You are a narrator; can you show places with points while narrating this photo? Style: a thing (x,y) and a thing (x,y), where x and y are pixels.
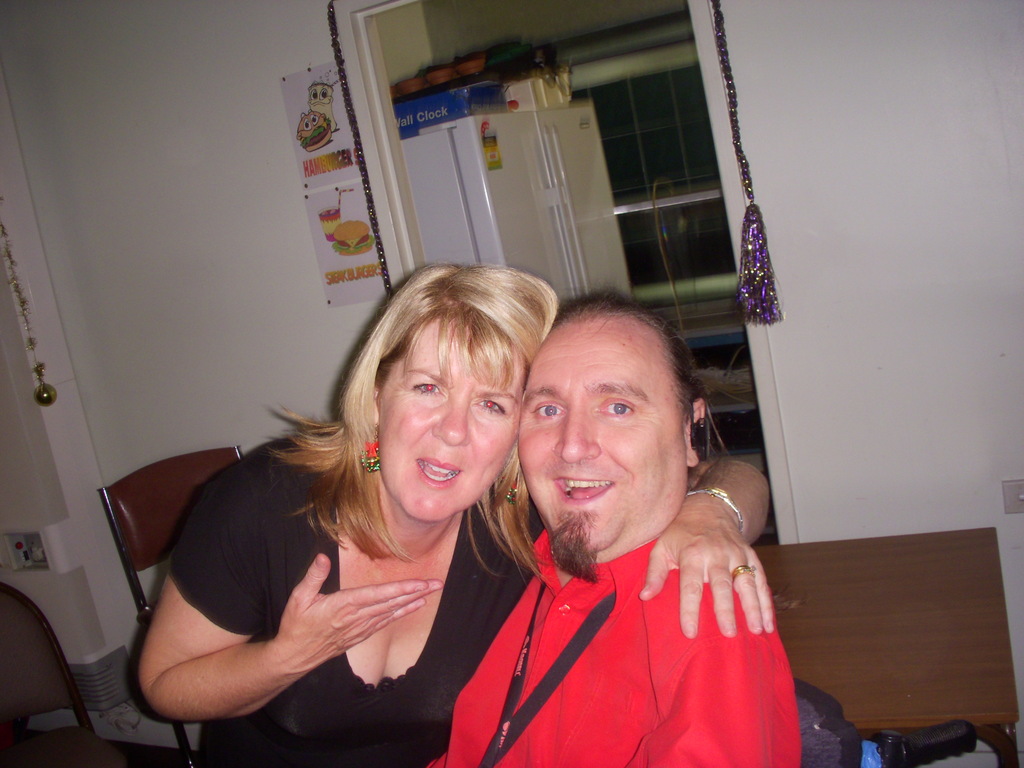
In the center of the image (535,491) there is a man (548,526) and a woman (514,551) and behind these persons (237,491) there are chairs (92,746) visible in this image. In the background (122,588) there are posters (325,214) attached to the plain wall (260,295). There is also an entrance (385,191) to access to another room (614,179). Refrigerator (565,225) is also visible in this image.
